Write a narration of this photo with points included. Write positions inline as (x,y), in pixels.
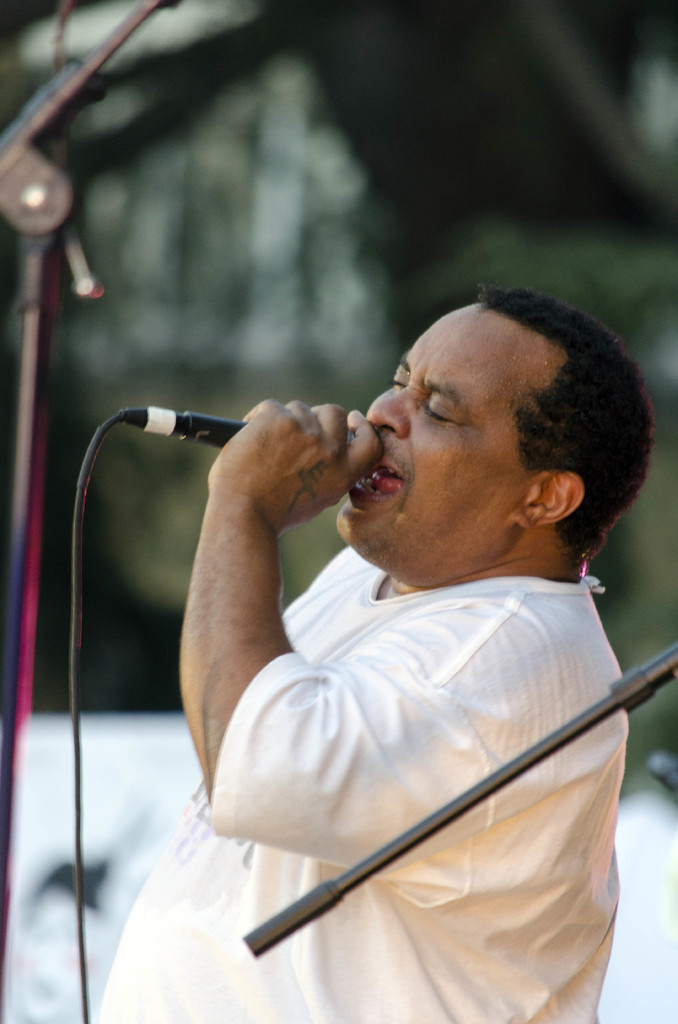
A man (572,354) is singing with a mic (166,428) in his hand (322,440).
